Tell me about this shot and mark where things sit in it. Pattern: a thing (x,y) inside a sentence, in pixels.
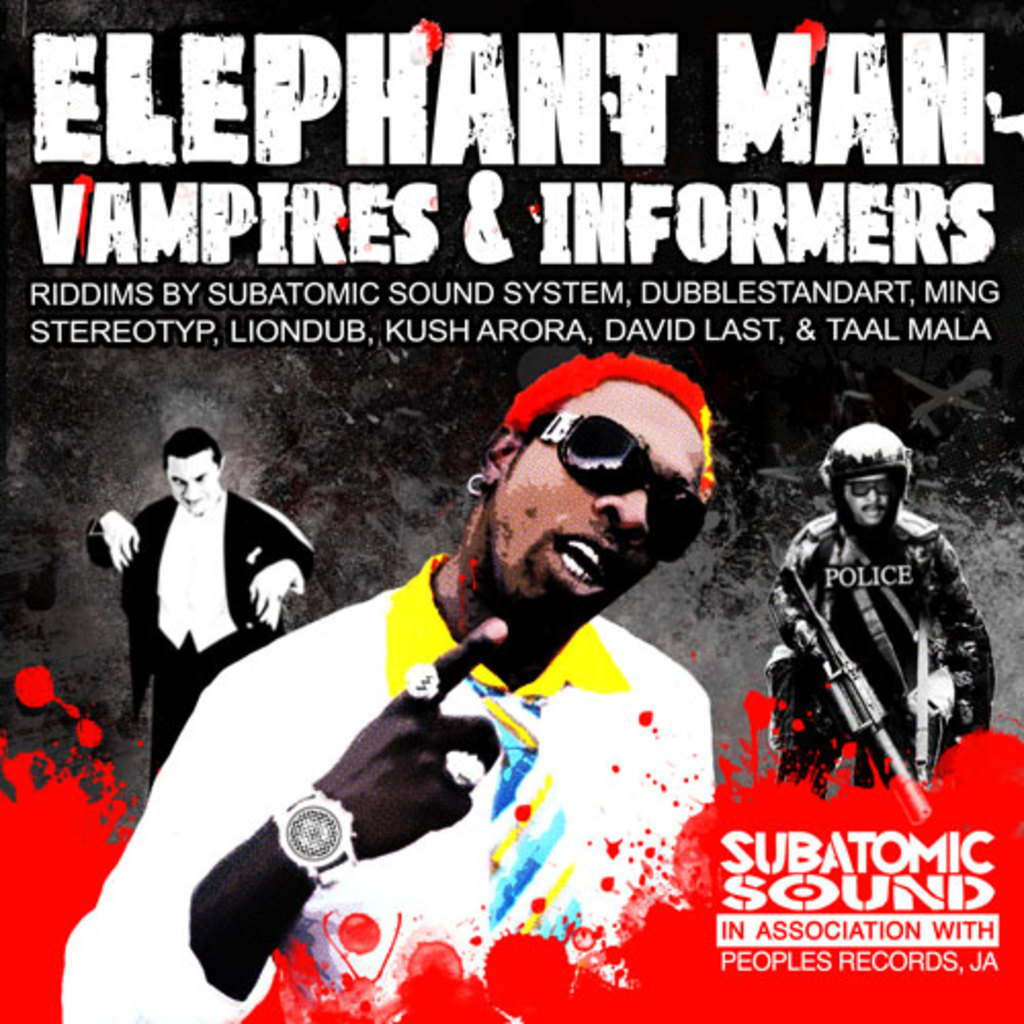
In this image we can see persons (509,583). At the top (304,197) and bottom of the image (778,869) we can see text (992,836).
